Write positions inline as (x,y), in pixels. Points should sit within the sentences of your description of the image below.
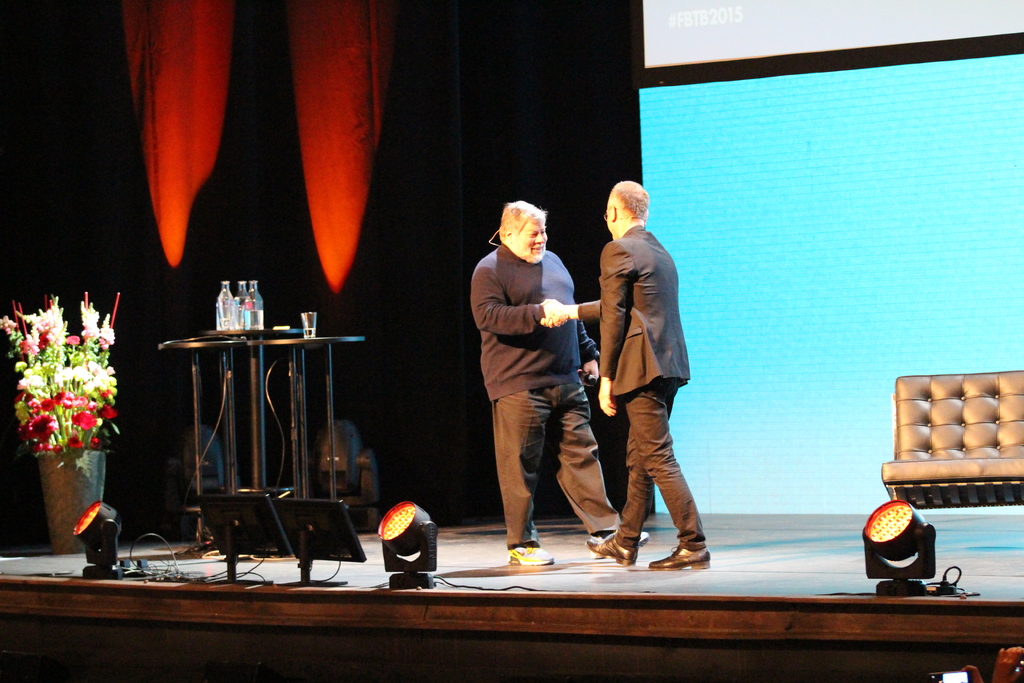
In this image in the center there is a stage (588,595), on the stage (985,559) there are two persons (554,348) who are standing and they are shaking hands (561,307) with each other. And on the left side (54,378) there is a flower bouquet (93,447) and table (197,414). On the table (264,475) there are some bottles (242,316) and glass (305,327), on the right side (921,417) there is a couch (931,470). At the bottom (881,562) there are some lights (914,523), and in the background (764,166) there is a screen (781,136).
